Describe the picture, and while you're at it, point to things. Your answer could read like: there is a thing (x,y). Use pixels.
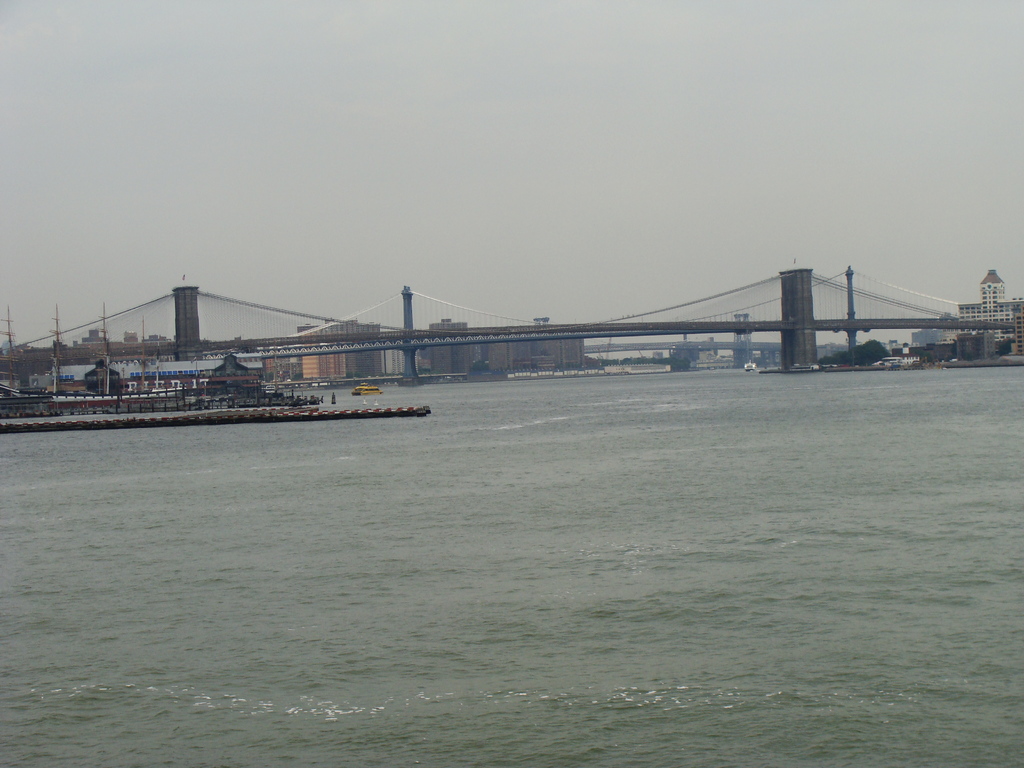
In this image, we can see some boats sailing in the water (364,532). We can also see the bridge (937,315). There are a few buildings (424,365). We can see the ground (67,424) with some objects (424,407). We can also see the sky (77,253). We can see some poles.
